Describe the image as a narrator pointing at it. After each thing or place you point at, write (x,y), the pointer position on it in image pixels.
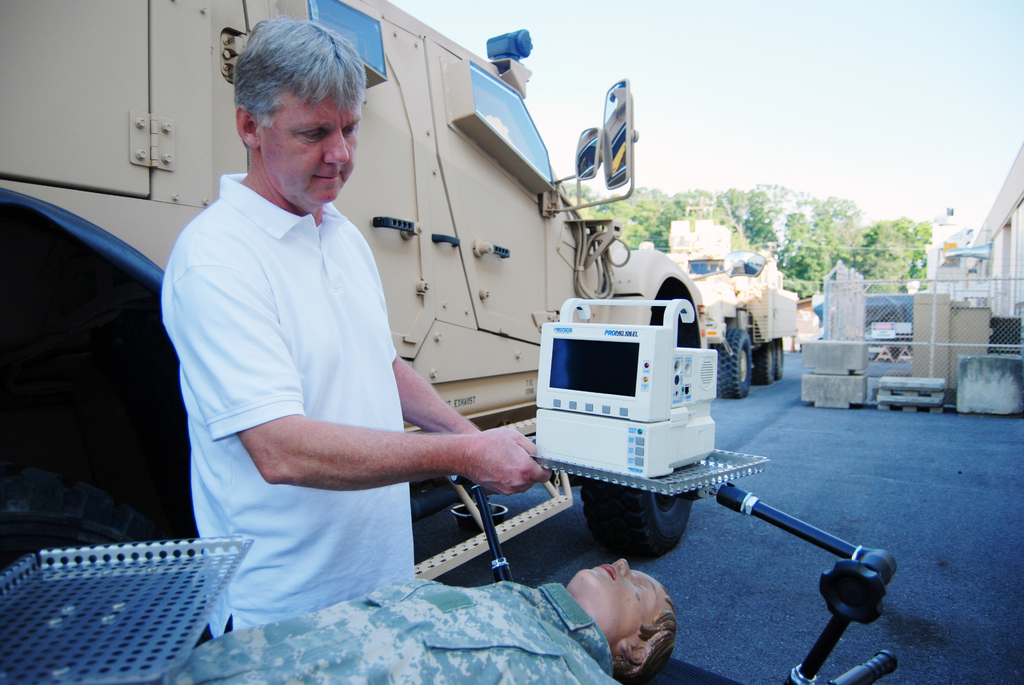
In this image there is a person (377,461) standing and holding an equipment (573,462), in front of the person (335,543) there is a depiction (482,651) of a person (448,656) lying, behind this person (190,301) there is a vehicle (610,297), in front of this vehicle (675,294) there is another vehicle (772,316) and there is a net fence (888,345) and a few other objects (940,316) placed in front of the building (1012,272). In the background (760,245) there are trees (815,207) and a sky (831,194).
